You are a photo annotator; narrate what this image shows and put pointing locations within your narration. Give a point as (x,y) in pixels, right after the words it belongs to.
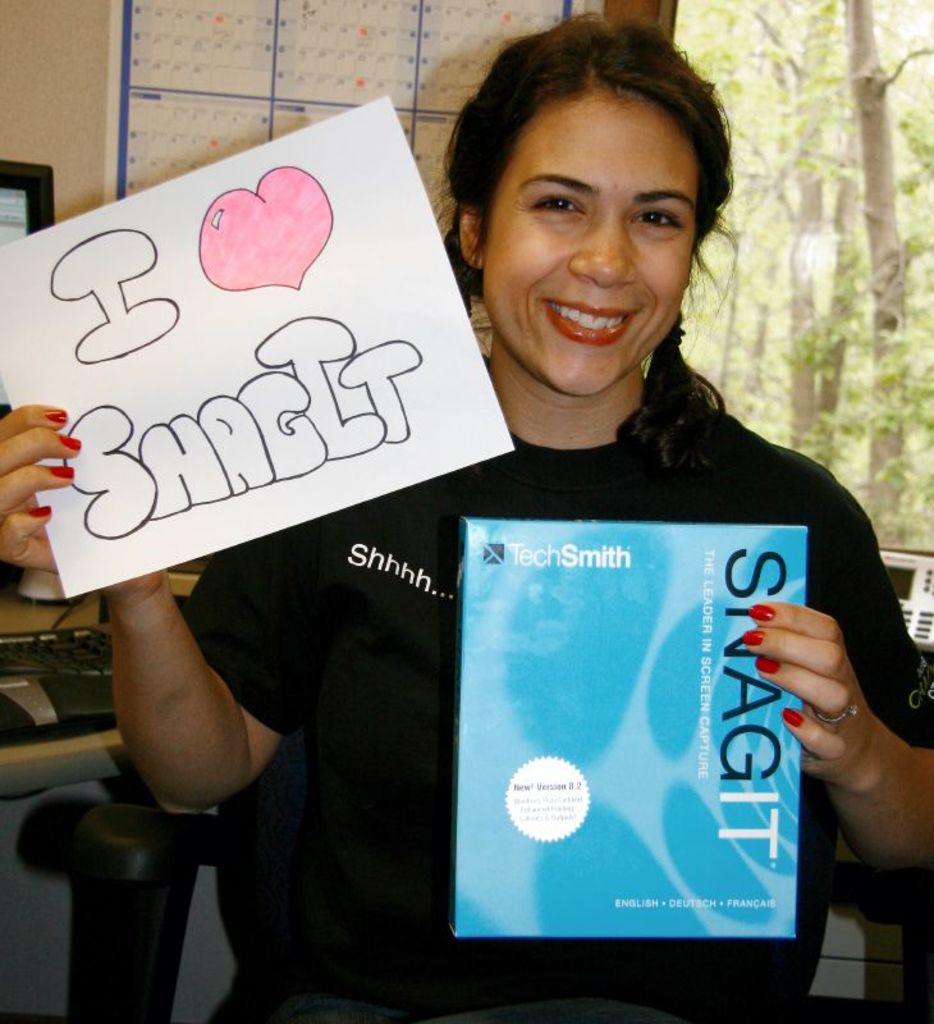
In this image we can see a woman (397,755) sitting and holding the posters (533,670), behind her we can see the wall (423,114) and there is a keyboard (69,675) and system (24,212), also we can see some trees (801,351).
